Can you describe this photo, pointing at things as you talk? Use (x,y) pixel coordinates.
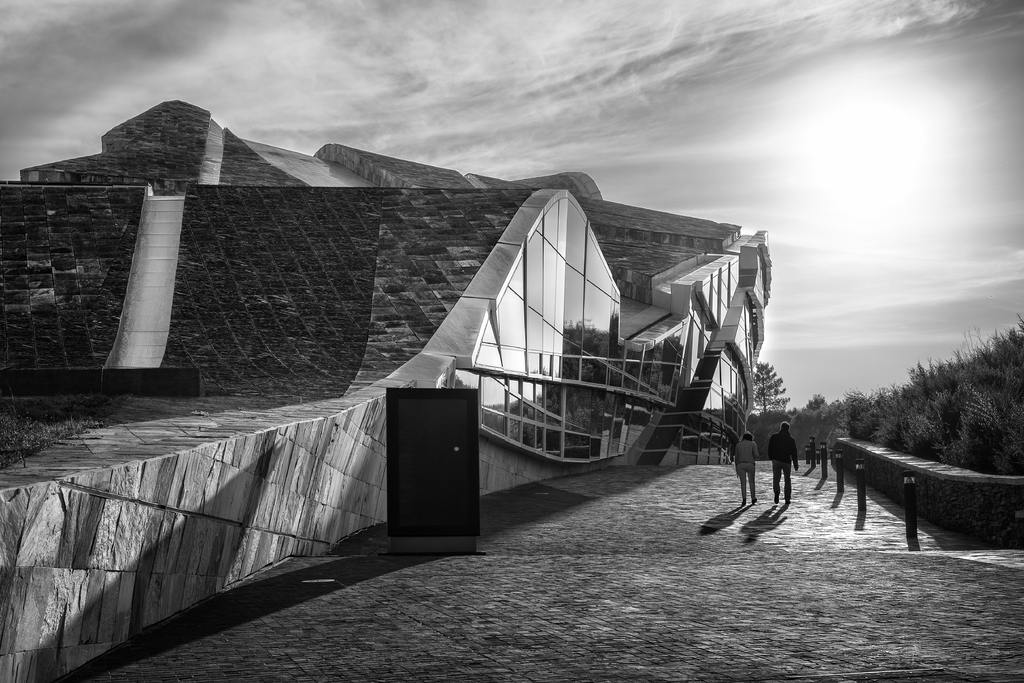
In this image in the center (662,348) there is a building (342,380) and there are some people (794,465) who are walking. On the right side (855,395) there are some trees (895,446) at the bottom (902,599) there is a walkway (530,507). At the top of the image (734,81) there is sky (852,201).
